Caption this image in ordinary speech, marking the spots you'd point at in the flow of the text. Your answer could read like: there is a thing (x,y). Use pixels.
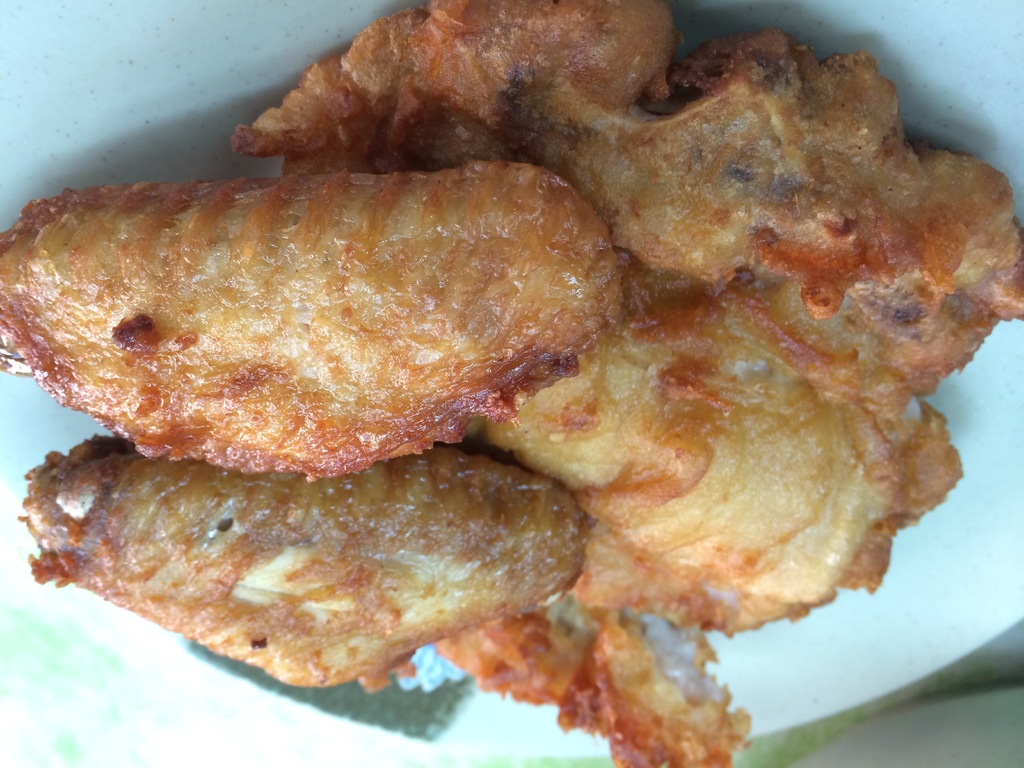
In the image i can see a white plate (79,102) which is filled of food item (467,380).
